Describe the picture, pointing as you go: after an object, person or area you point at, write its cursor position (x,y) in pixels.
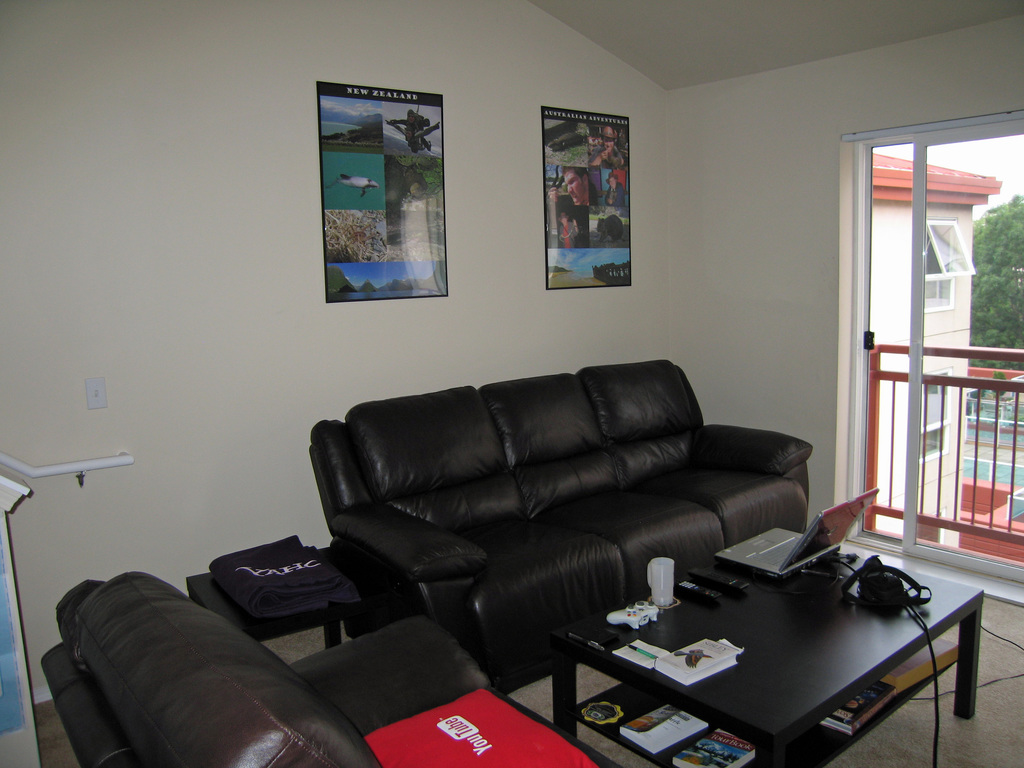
This is a picture inside of the room (523,365). There are black sofas (525,487) in the image. There are laptops (803,544), books (691,667), remote (717,595) on the table (626,680). At the right (928,167) there is a door (974,420) and at the back (991,232) there is a tree (997,216). There are posters (599,215) on the wall (721,330). At the bottom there is a wire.
